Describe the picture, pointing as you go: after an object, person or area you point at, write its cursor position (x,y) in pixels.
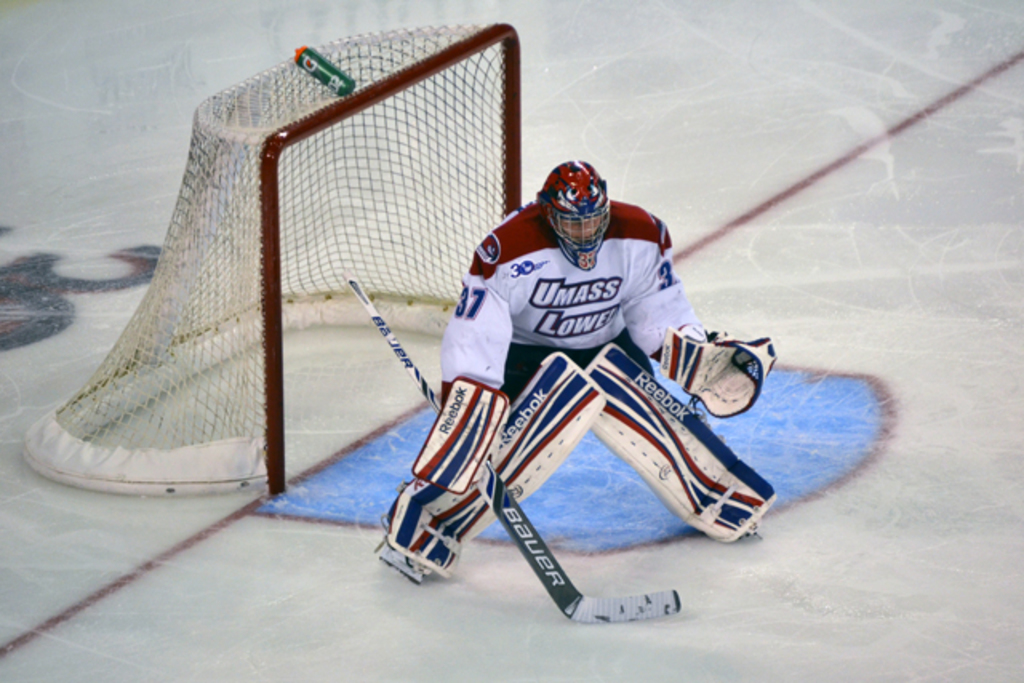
In the foreground of this image (586,390), there is a man (575,371) standing, wearing gloves (732,406), knee pads (633,449) and holding a hockey bat (515,528) on the ice surface (312,618). Behind him, there is a goal net (375,209).
